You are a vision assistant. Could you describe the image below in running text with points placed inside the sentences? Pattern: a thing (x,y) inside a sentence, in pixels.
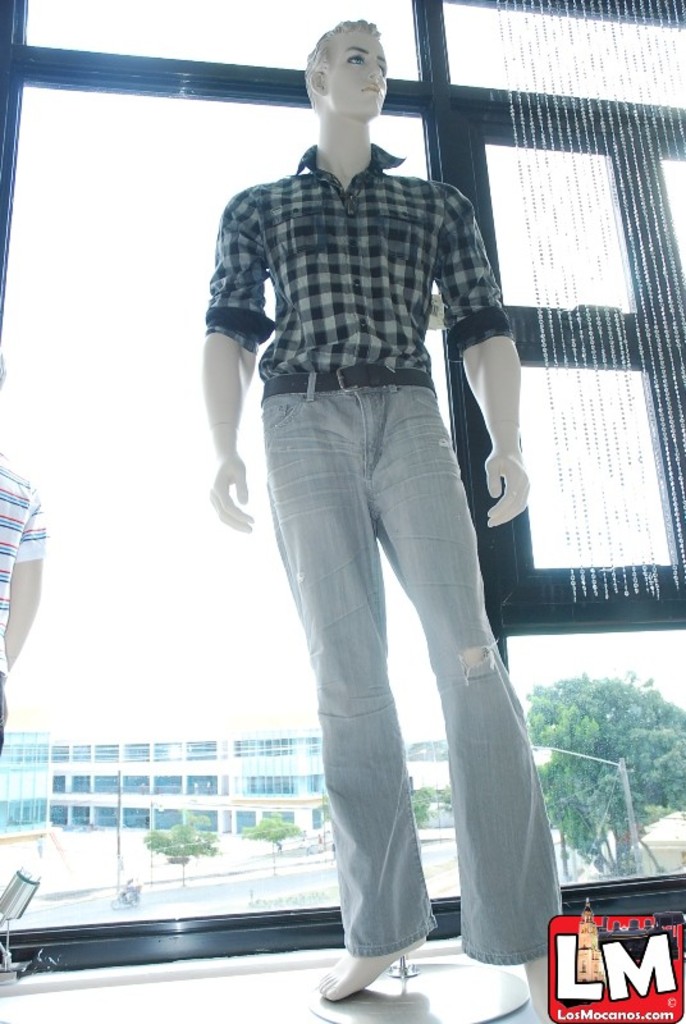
In this image we can see a mannequin (309,455) with dress (382,301) and in the background (294,787) there is a building (194,802), trees (641,813) and a light pole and there are decorative items (609,267) hanged to the window (555,382).
